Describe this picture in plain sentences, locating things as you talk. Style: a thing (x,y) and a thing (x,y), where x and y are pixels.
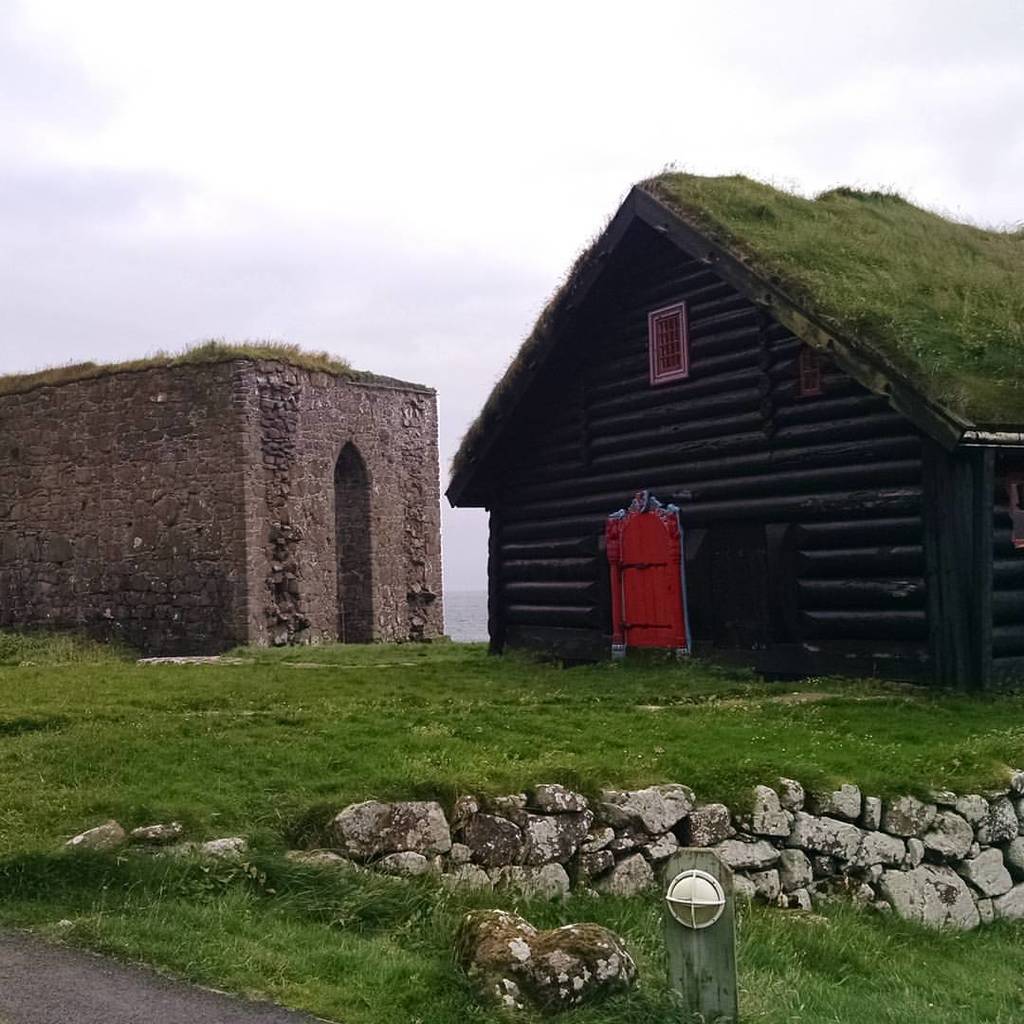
In this picture I can see couple houses (660,597) and I can see few rocks (656,816) and grass (377,787) on the ground (421,760). I can see a cloudy sky (532,116).
